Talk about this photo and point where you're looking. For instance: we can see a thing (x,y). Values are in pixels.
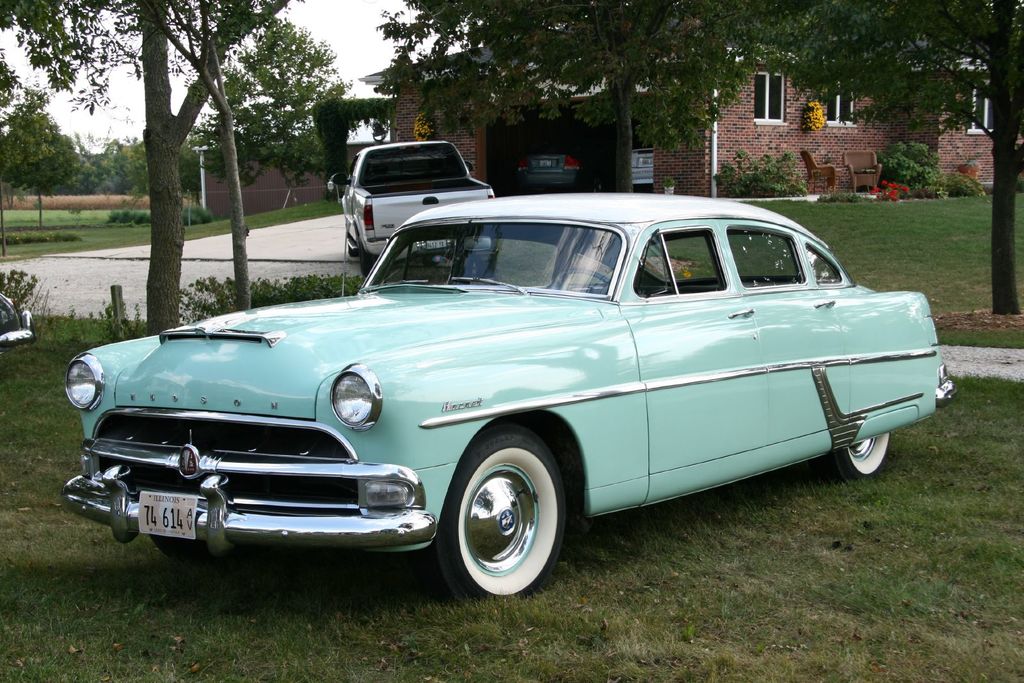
In the image I can see a place (671,502) where we have a car (384,461) and behind there is a house (544,143), some cars (546,162) and around there are some trees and plants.
